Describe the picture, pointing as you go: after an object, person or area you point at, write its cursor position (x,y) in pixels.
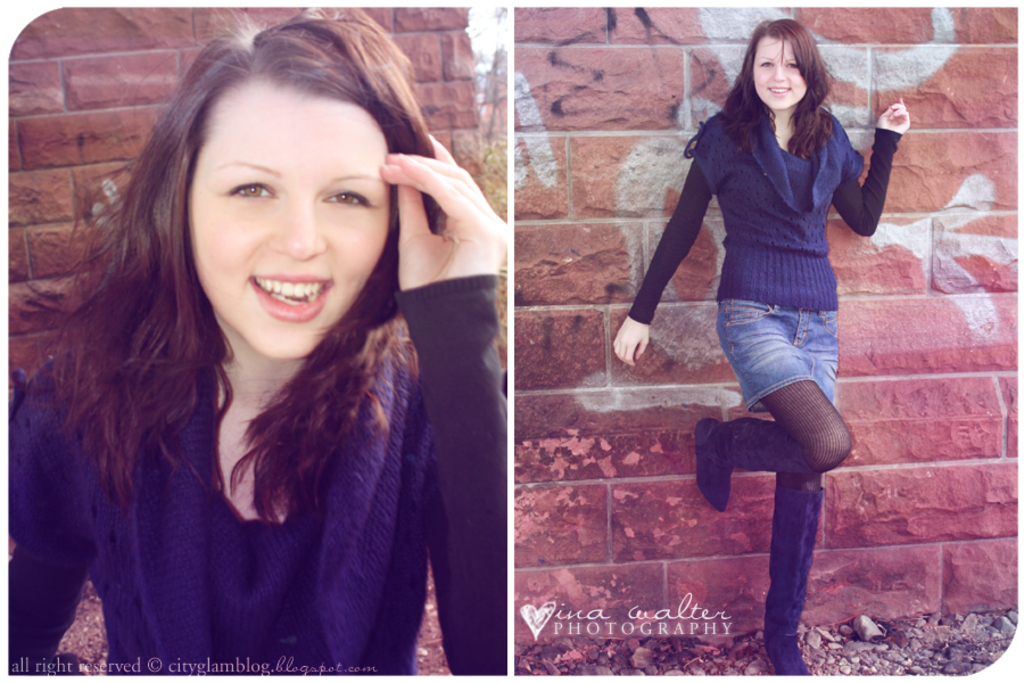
This picture is a collage of two images. There is a woman (201,243) in these two images. She is wearing blue color dress (352,505). This woman (396,267) is smiling. I can observe watermarks (112,669) on the left side (49,667) in these two images. In the background (48,215) there is a wall (592,183).
